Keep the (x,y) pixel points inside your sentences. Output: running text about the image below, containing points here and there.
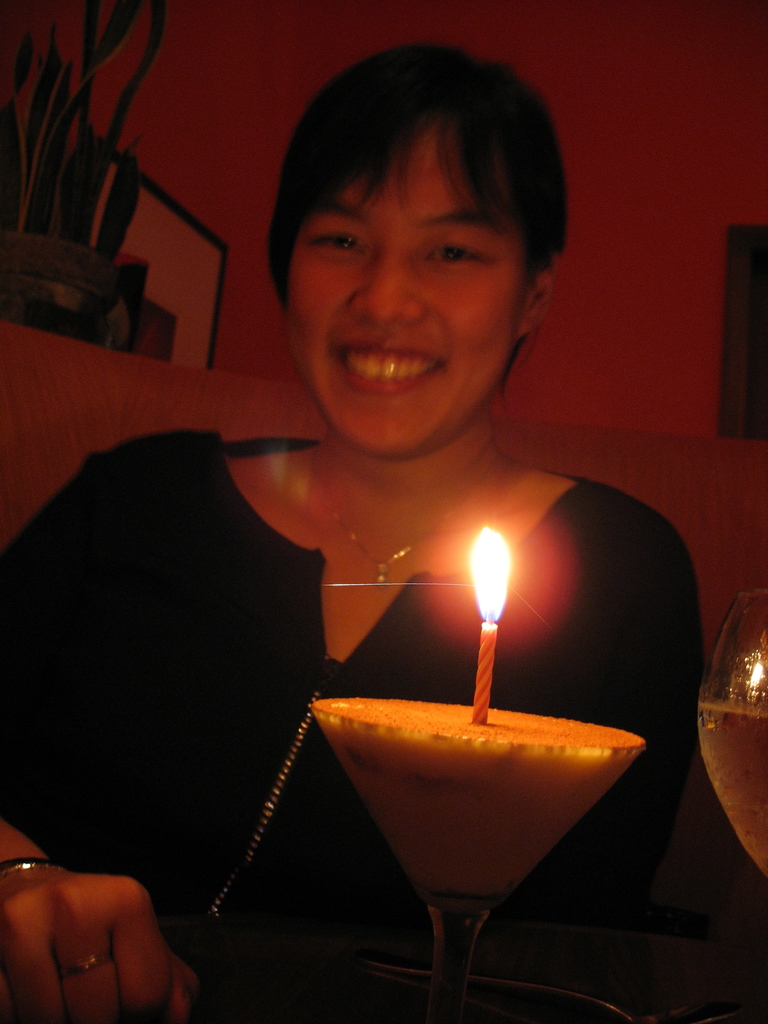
In this image, we can see a lady (344,303) smiling and we can see a candle (490,617), which is lit and placed on the glass (437,749) and there is an other glass (734,779) with drink (754,709). In the background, there are some boards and we can see a wall (637,338).
